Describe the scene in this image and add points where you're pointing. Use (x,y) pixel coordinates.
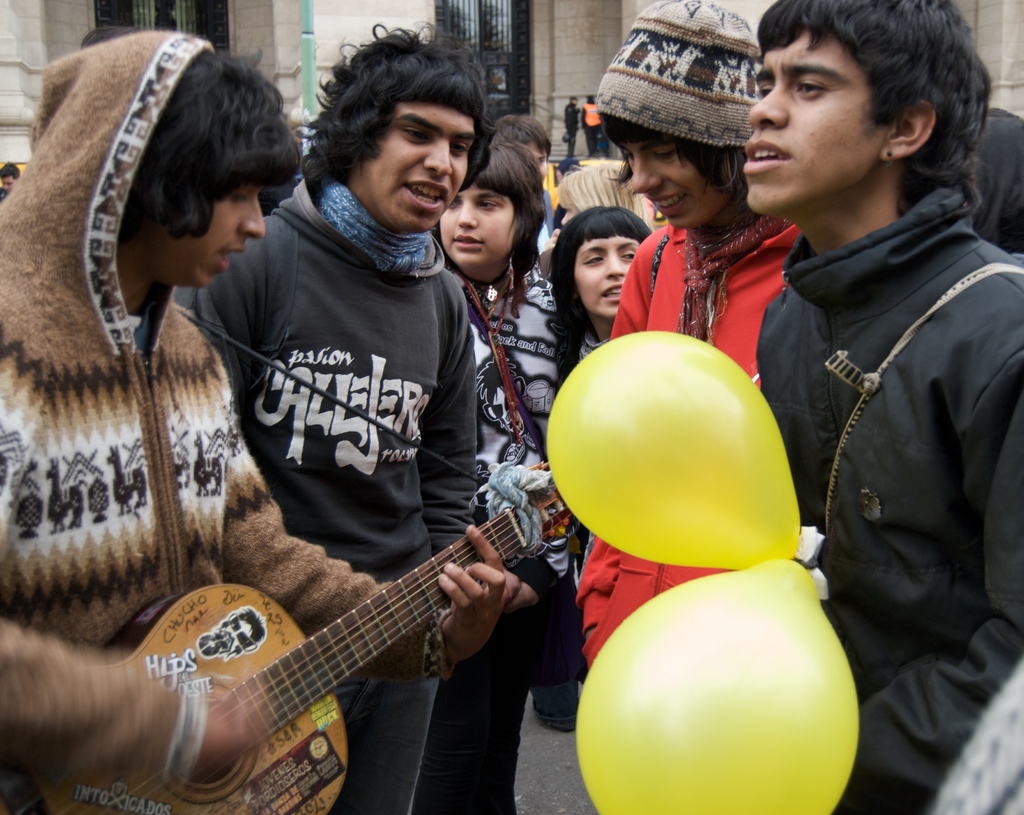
The group of people (444,399) in the picture are standing in the street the first person (230,483) is holding guitar (433,582) in his hands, the person (607,599) right side to him is holding two balloons (767,593) of yellow color in the background (541,54) there is a wall (283,12) and two windows (503,4).
